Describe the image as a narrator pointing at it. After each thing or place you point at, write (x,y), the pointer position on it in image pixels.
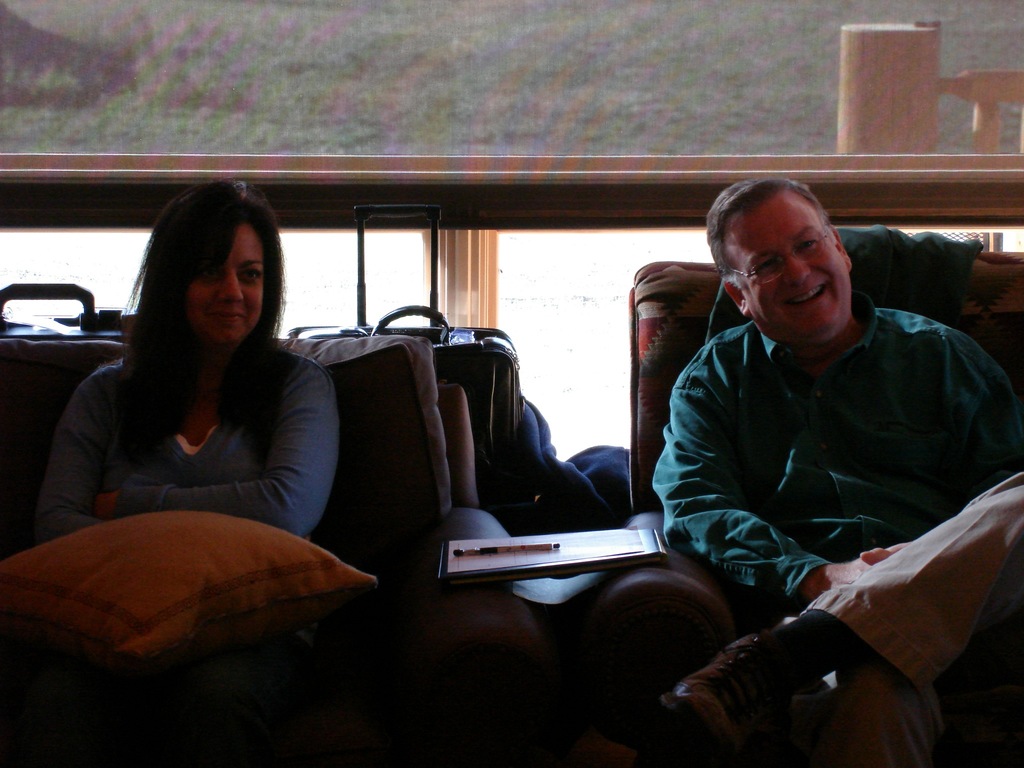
On the right (721,239) there is a man (891,470) sitting on a couch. On the left (259,327) there is a woman (192,497) sitting on the couch (365,358) and holding a pillow (172,571). In the center of the picture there is a file (508,567), paper (536,535) and a pen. In the background (482,363) there are briefcases (447,331), windows (309,301) and other objects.
